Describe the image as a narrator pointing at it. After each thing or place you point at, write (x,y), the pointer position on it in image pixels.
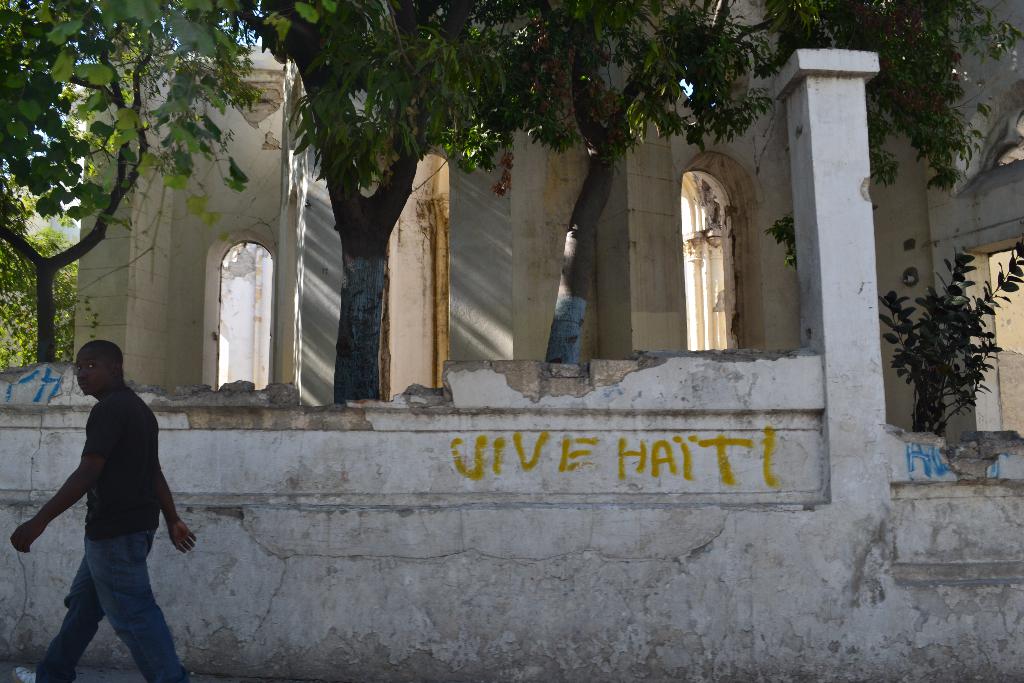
In this image, we can see a house (173,384) with walls (642,363). So many trees (38,360), plants (8,351) we can see here. Left side of the image (134,522), we can see a person (133,606) is walking. In the middle of the image (509,453), we can see some text (559,456) on the wall (577,474).
